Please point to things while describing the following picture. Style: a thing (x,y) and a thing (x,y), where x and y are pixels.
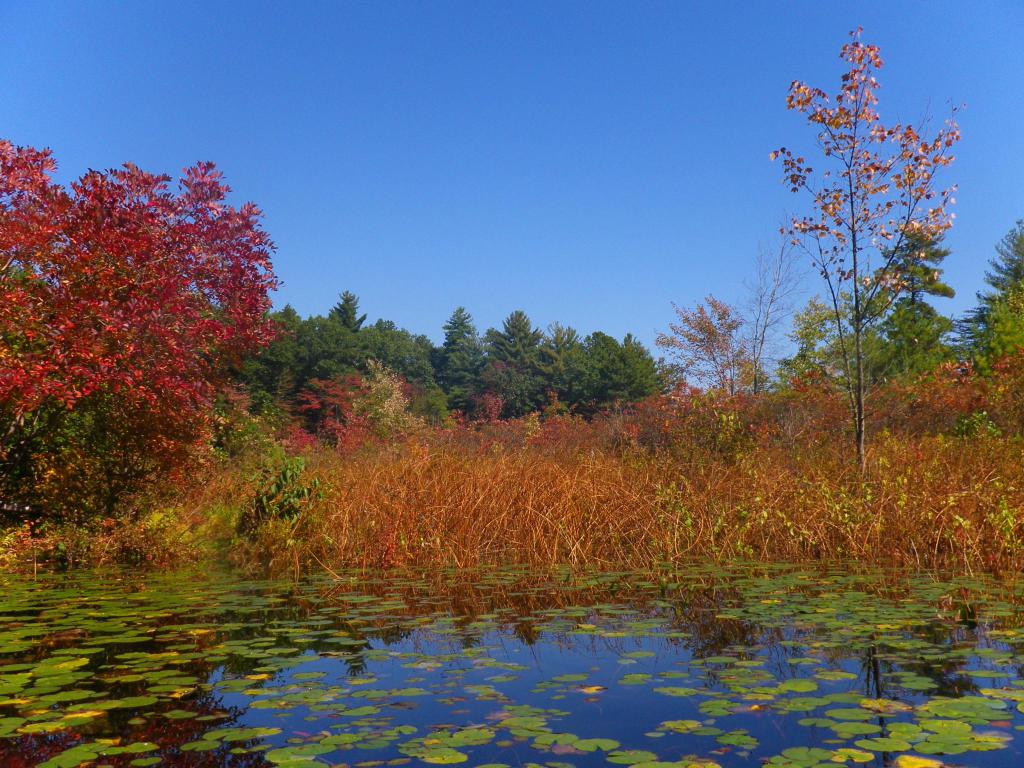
In this picture we can see water (435,675), trees (16,388) and we can see sky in the background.
